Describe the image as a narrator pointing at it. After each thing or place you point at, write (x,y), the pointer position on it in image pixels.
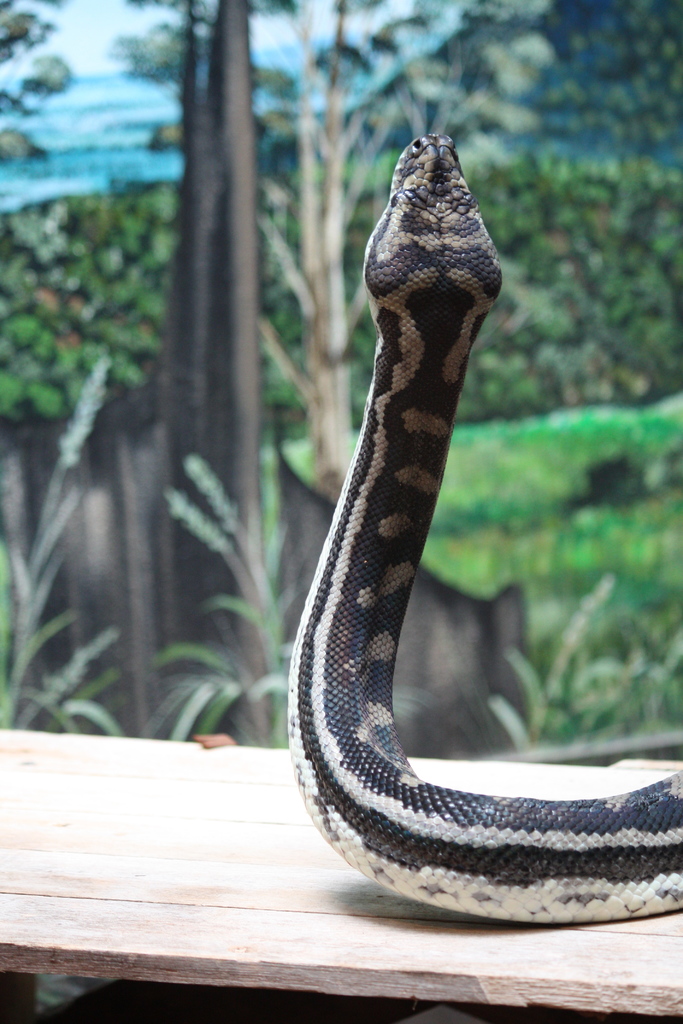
It is a snake (435,798) in black color on a wooden plank (290,810).
